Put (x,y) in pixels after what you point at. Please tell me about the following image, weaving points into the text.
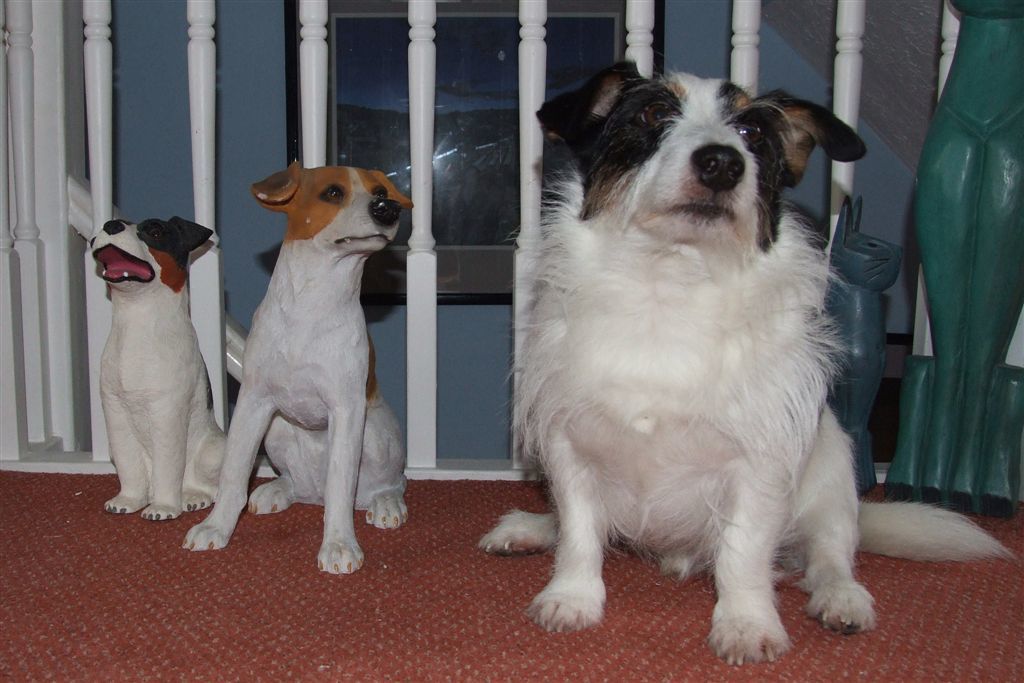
In this image we can see a dog (654,473) sitting on the floor (431,575) and statues (146,362) of dogs (131,369) beside it. In the background (341,50) there is a wall hanging (384,40) attached to the wall (680,30) and railings (303,69).
